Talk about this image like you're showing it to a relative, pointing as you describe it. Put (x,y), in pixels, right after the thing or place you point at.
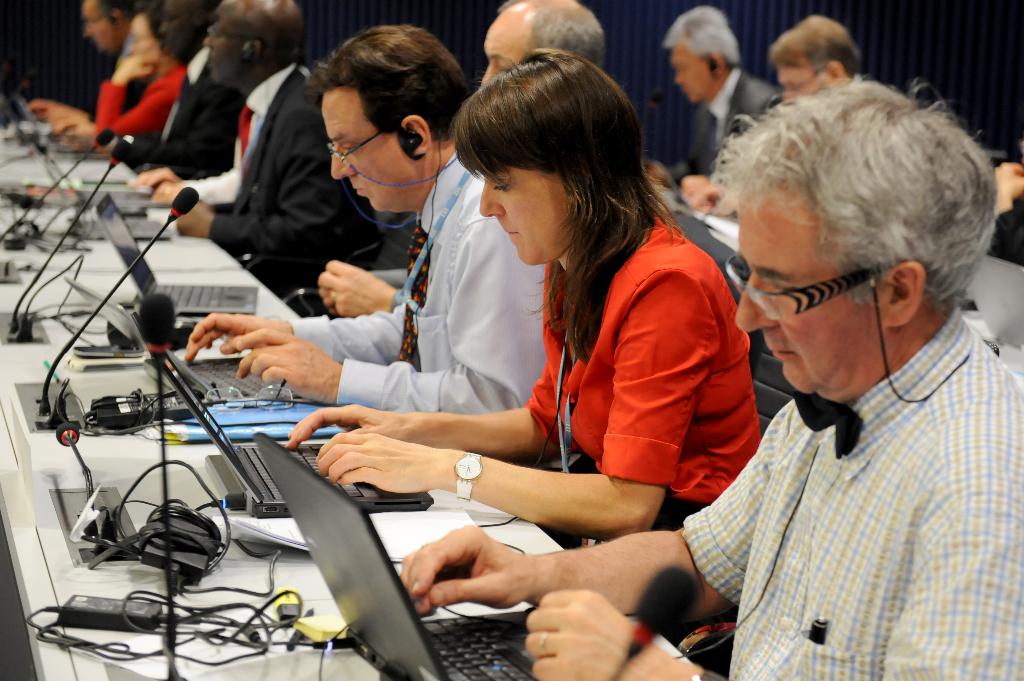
In this image we can see a group of people (980,479) sitting on the chairs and they are working on the laptops (482,667). Here we can see the tables (104,674) with microphone arrangement (17,228).
